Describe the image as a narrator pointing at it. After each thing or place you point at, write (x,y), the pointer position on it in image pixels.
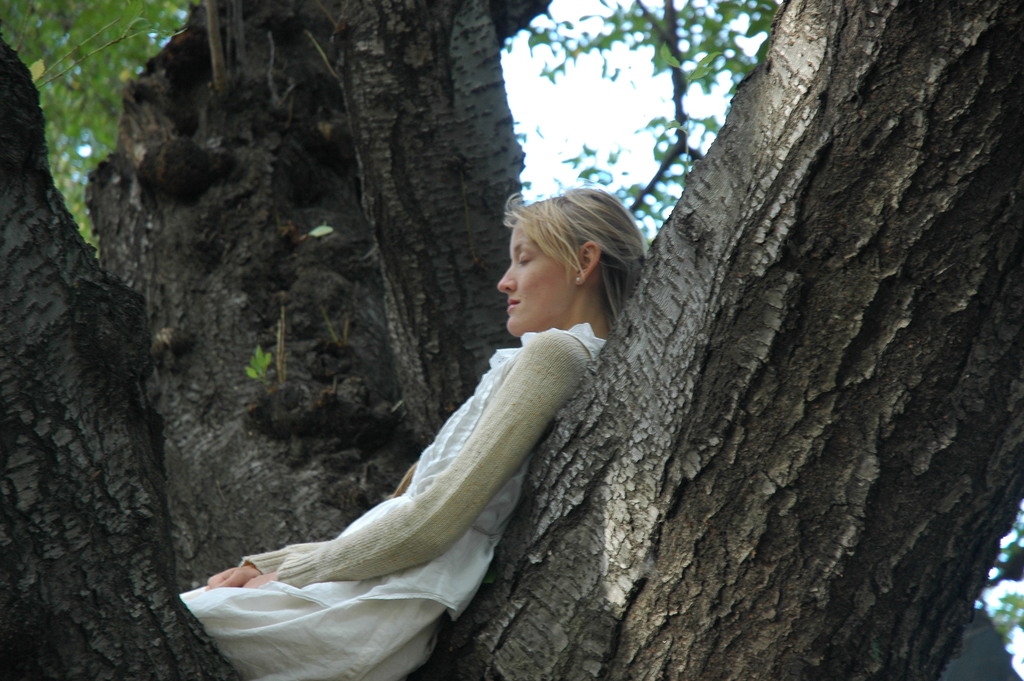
In this image we can see a woman (420,502) wearing a dress (344,632) is sitting on the branch (198,665) of a tree (663,460). In the background (698,65), we can see some trees (250,55) and the sky (623,101).
